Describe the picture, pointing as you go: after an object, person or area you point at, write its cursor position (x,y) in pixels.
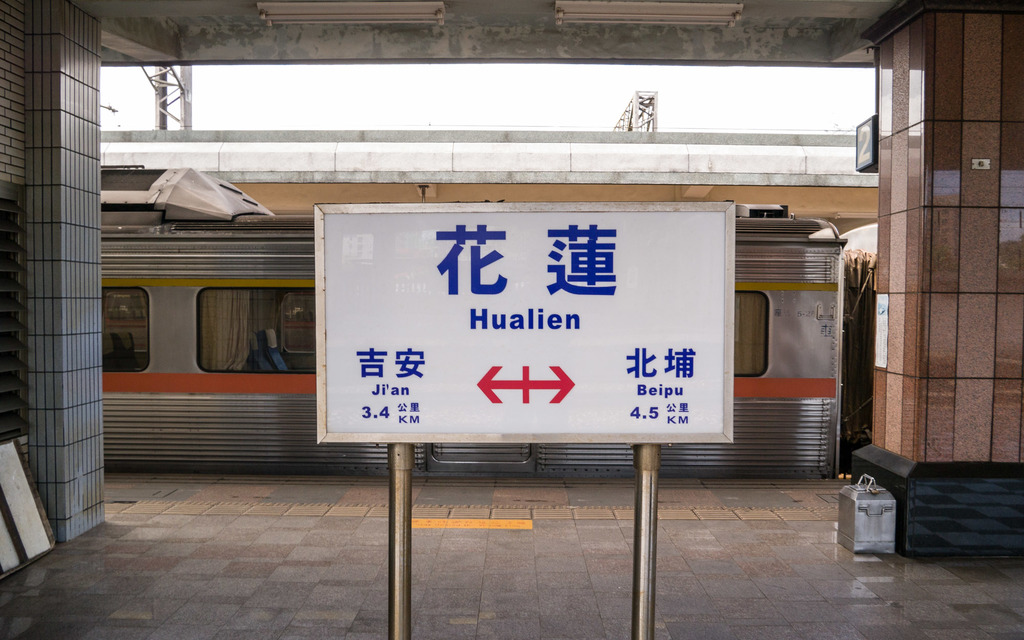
In this picture, there is a board (436,363) in the center (420,363) with some text (504,328). Behind it, there is a train (753,366) which is in grey in color. Towards the left (38,305) and right, there are pillars (928,286). At the bottom right (890,508), there is a suitcase (842,501). On the top (426,118), there is a sky (599,108).
